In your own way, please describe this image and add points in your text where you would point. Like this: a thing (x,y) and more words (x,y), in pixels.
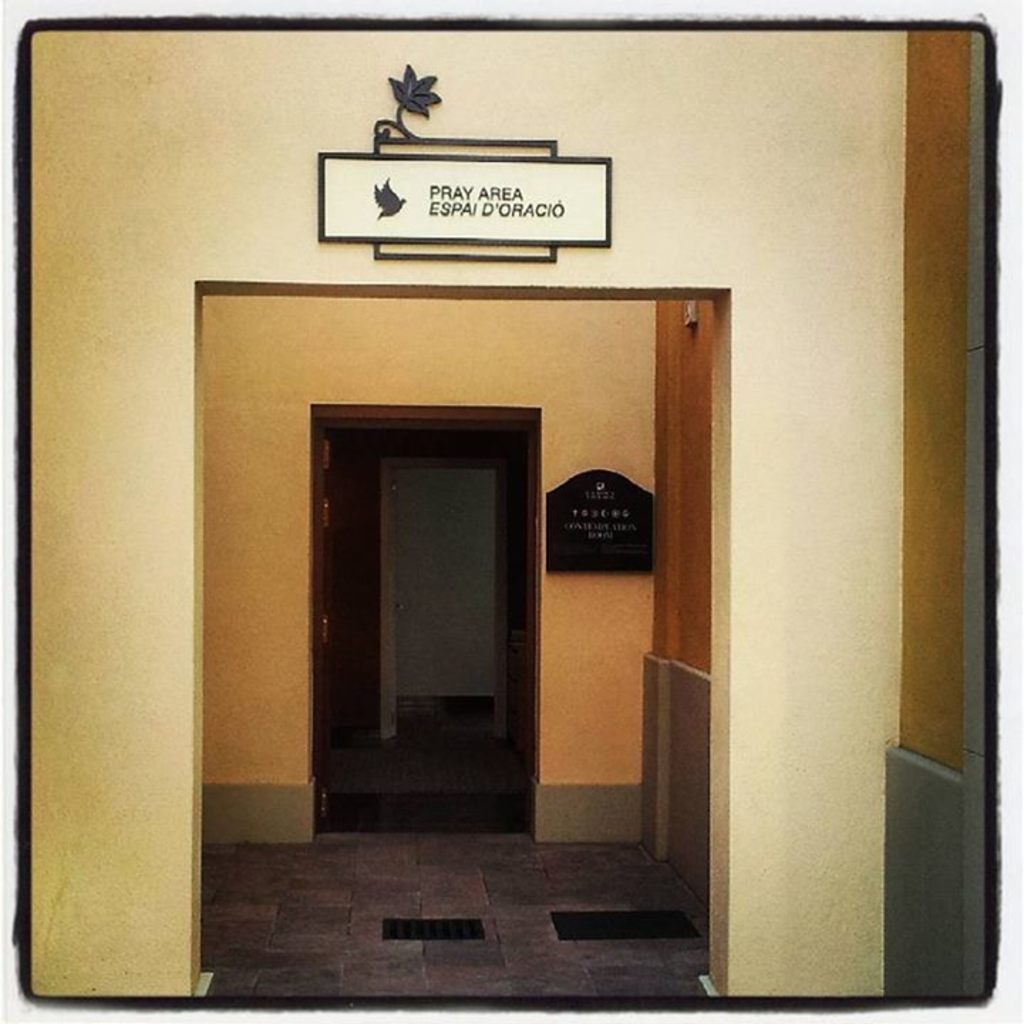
In this image in the front (141,373) there is a wall (154,437) and on the top of the wall (313,213) there are frames (490,216) hanging, on the frame (422,194) there is some text (479,207) written on it and in the center (613,494) there is a black colour frame (592,539) hanging on the wall (542,515) with some text (607,529) written on it.
